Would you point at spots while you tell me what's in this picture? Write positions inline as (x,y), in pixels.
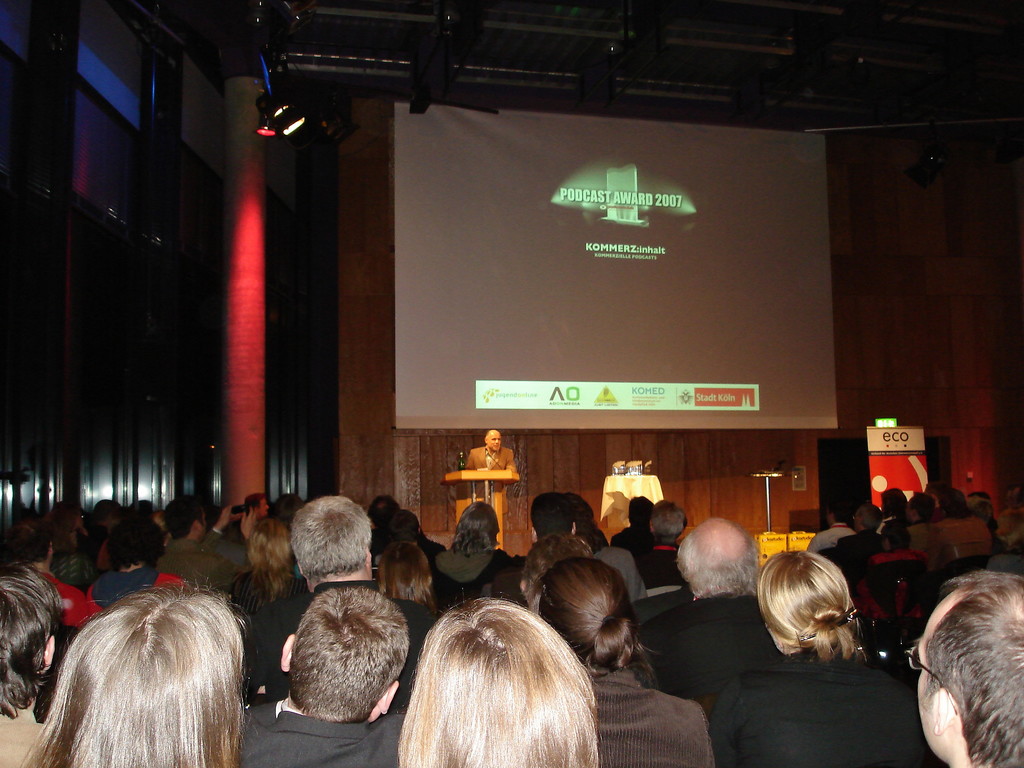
In this picture we can see a group of people (597,634) are sitting and in front of the people (494,546) there is a man (482,456) standing behind the podium (467,472). On the right side of the man (476,460) there are some objects (632,469) and a table (617,478). Behind the man (502,455) there is a projector screen (563,348) and a wall (366,260). At the top (276,121) there are lights (272,107).
